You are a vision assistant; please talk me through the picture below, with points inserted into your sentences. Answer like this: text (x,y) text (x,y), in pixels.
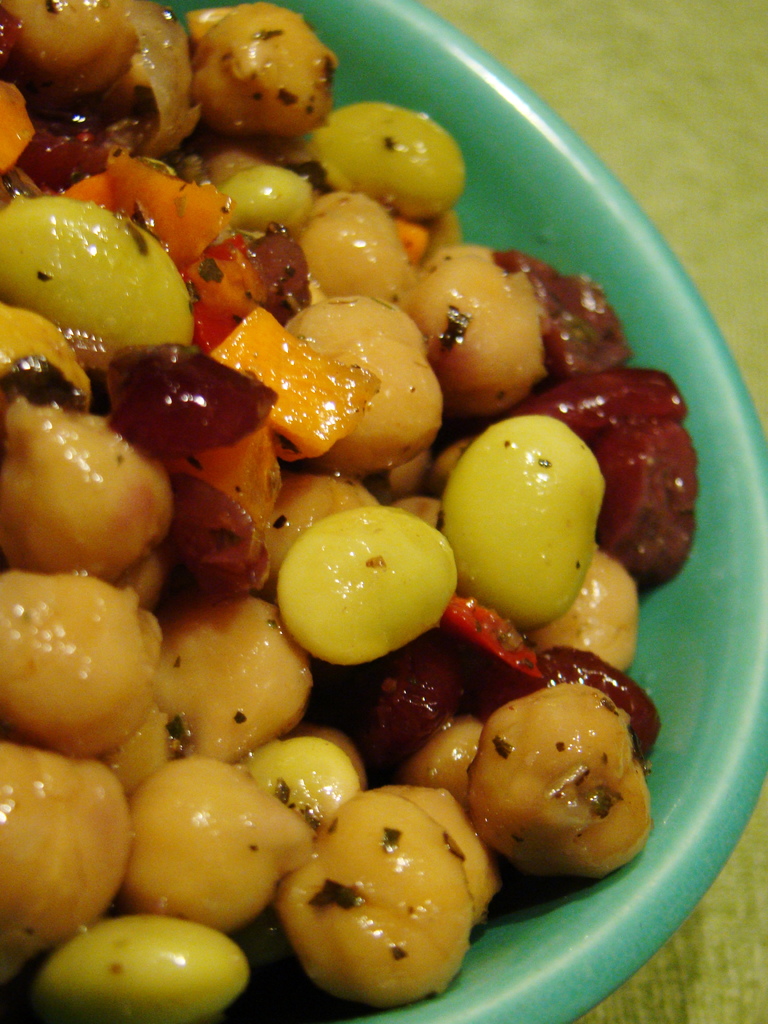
In this image we can see some food item (465,681) is kept in the green color bowl (710,584) which is placed on the cloth surface (666,980).
